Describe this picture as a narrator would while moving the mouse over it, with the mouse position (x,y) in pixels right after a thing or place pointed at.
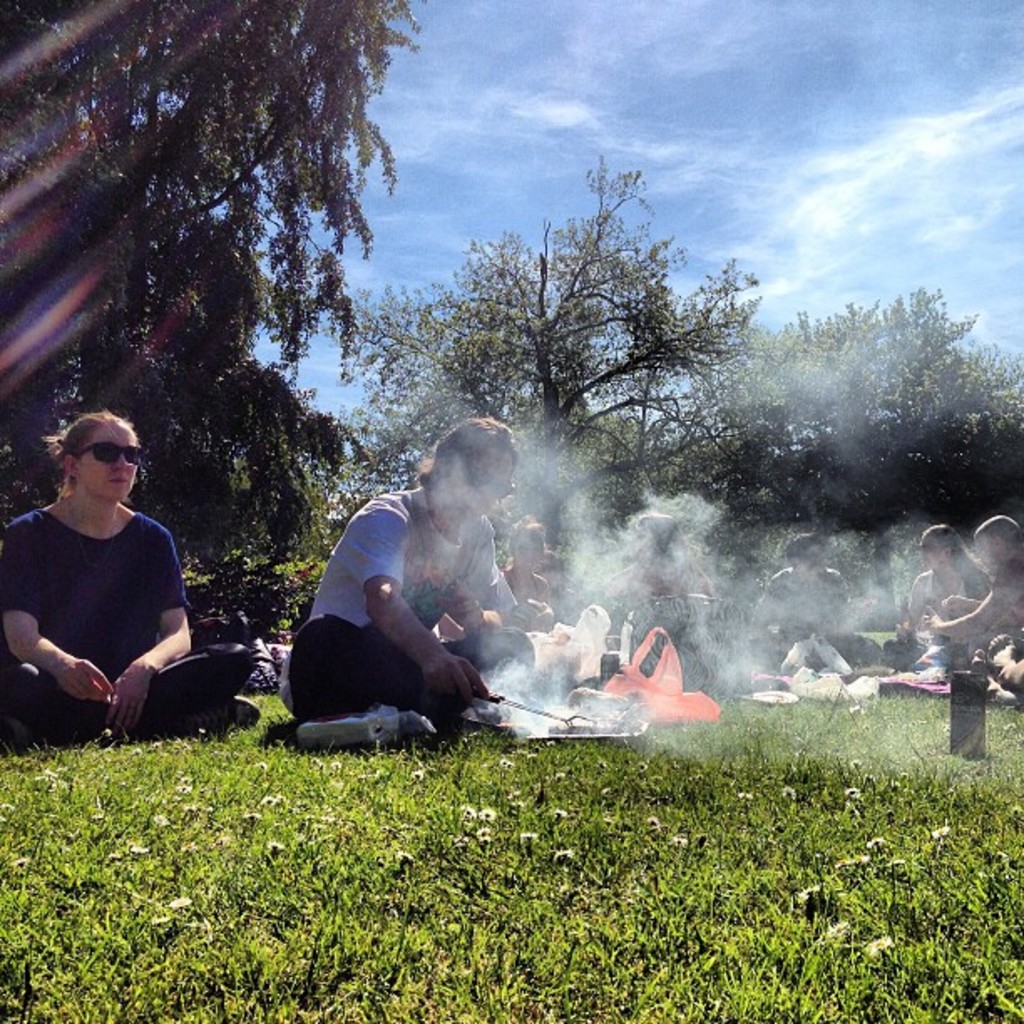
In this image we can see persons (343,635) sitting on the grass (541,871). In the background (579,438) we can see trees (648,413), sky (553,150) and clouds (974,153).
